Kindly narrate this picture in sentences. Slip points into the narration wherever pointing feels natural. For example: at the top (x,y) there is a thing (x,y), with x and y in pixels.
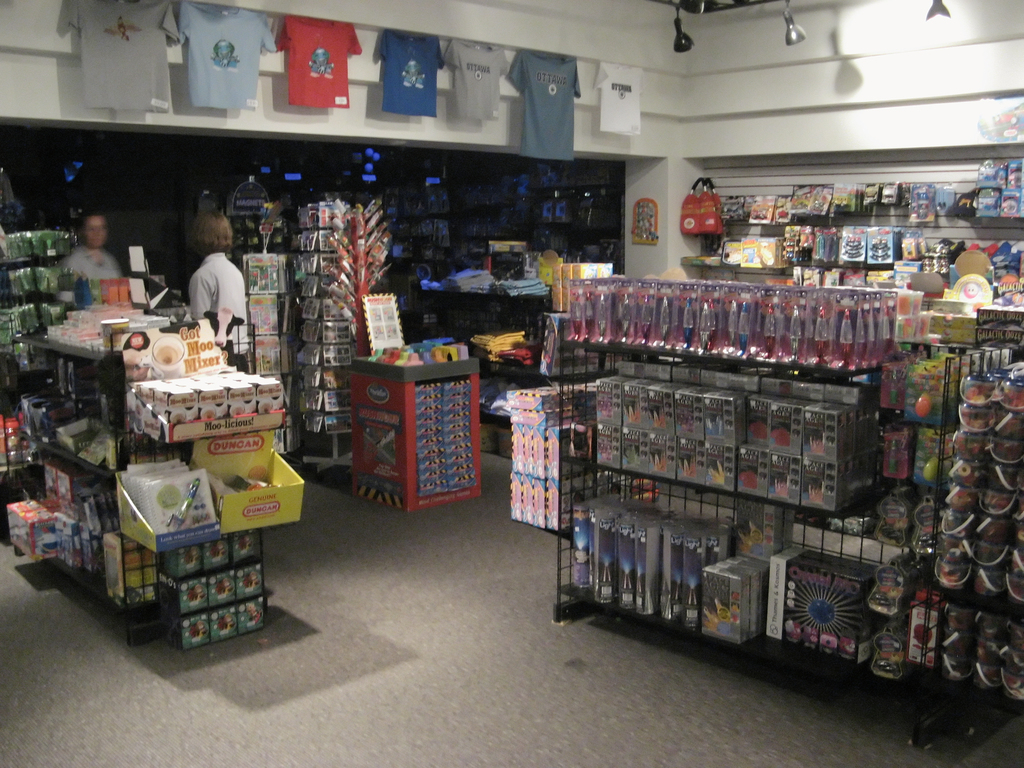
This is an inside view of a stall (586,645). On the right (873,424) and left side of the image (108,566) I can see many racks (983,349) in which few boxes (690,472) and many other objects (53,315) are placed. On the left side (95,246) there are two persons (214,267) standing. In the background (331,226), I can see many objects (428,195) in the dark. At the top of the image (478,70) there are few t-shirts (162,69) hanging to the wall (457,28) and also I can see few lights (688,39). In the middle of the image (419,409) there is a small table (367,429) on which some objects (418,350) are placed.
